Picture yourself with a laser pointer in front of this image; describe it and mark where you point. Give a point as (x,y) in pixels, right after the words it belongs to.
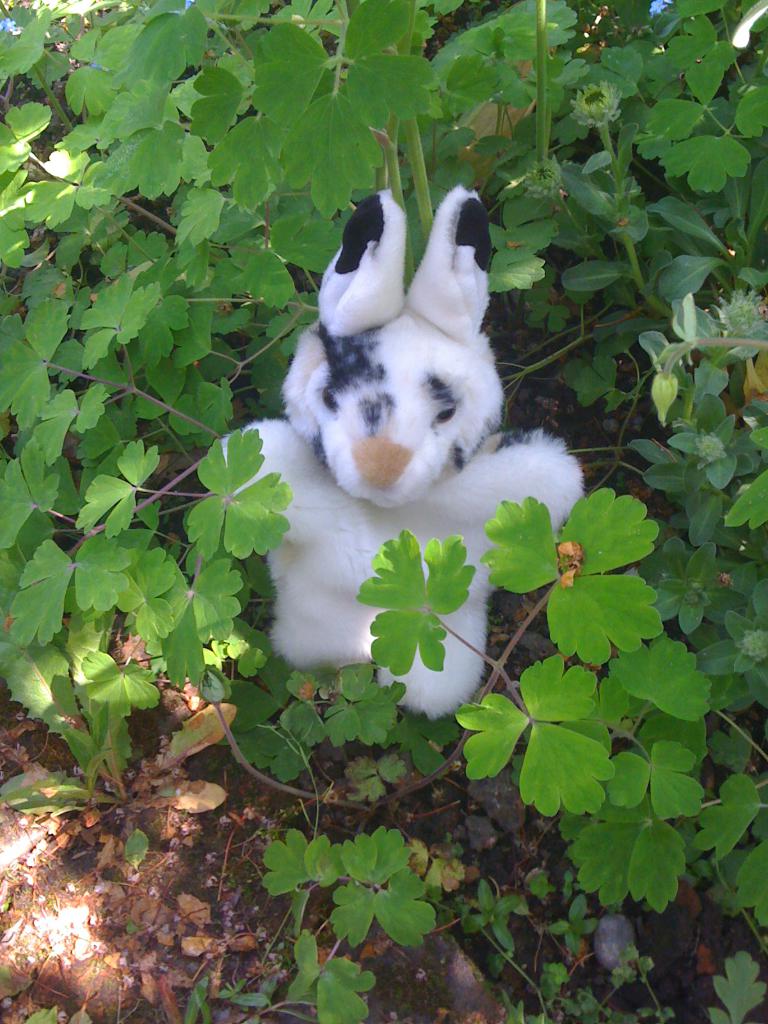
In the picture we can see some plants (645,596) in it, we can see a doll (560,499) which is white in color with some black color on it and near it we can see a path (163,958) with a mud (155,931).
